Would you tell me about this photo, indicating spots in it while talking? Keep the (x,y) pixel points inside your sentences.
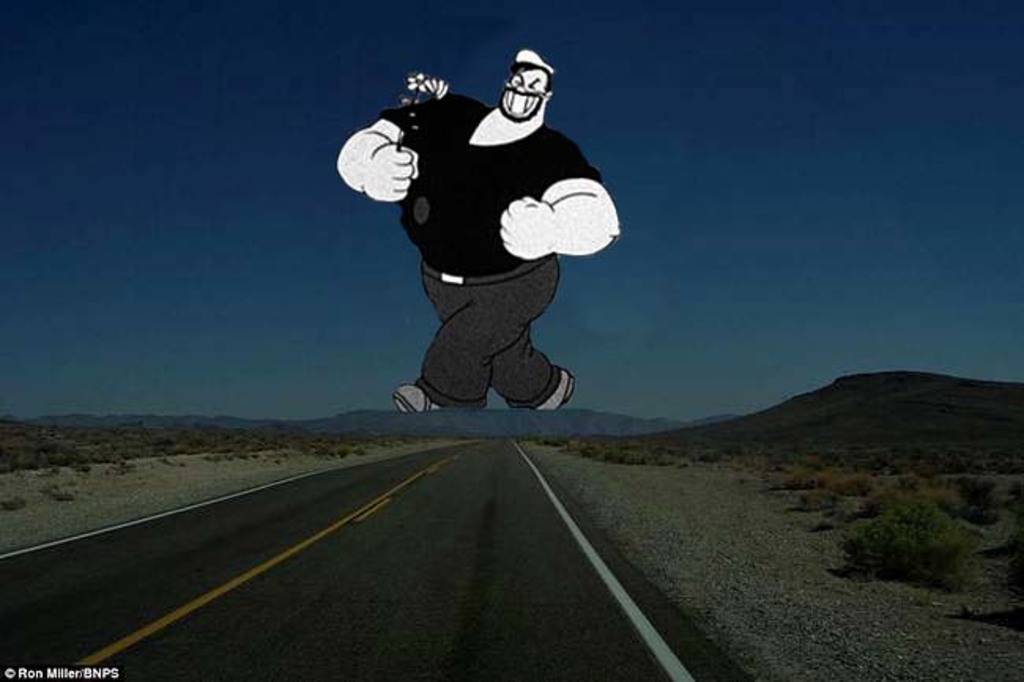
In this image there is a road (380,527). In the background of the image (438,427) there is a mountain (149,426), cartoon (469,276) and sky (668,273).
